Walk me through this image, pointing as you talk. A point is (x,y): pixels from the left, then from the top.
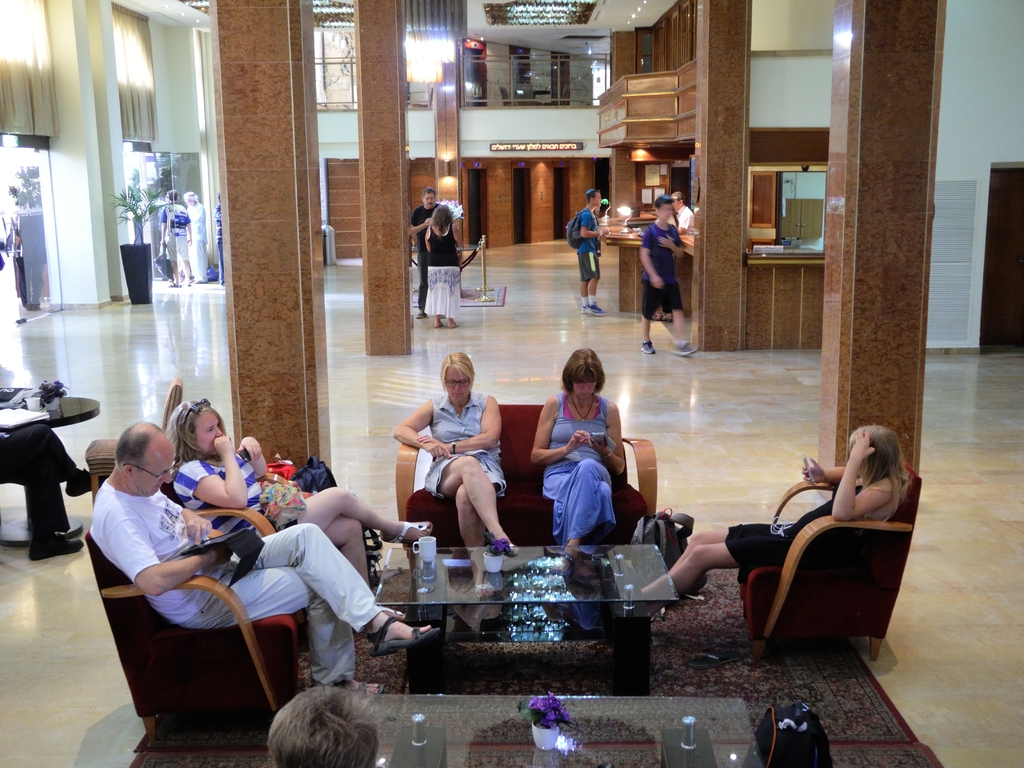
In this picture i could see some persons (251,484) sitting on the sofa (236,511), it looks like a big hall (790,316), some in the back ground (440,248) are walking and standing. There is flower pot (135,240) in the left of the picture (138,259) and there is centerpiece table (514,556) in middle of these persons (712,540). There are some pillars (277,218) in between the room (262,296).
